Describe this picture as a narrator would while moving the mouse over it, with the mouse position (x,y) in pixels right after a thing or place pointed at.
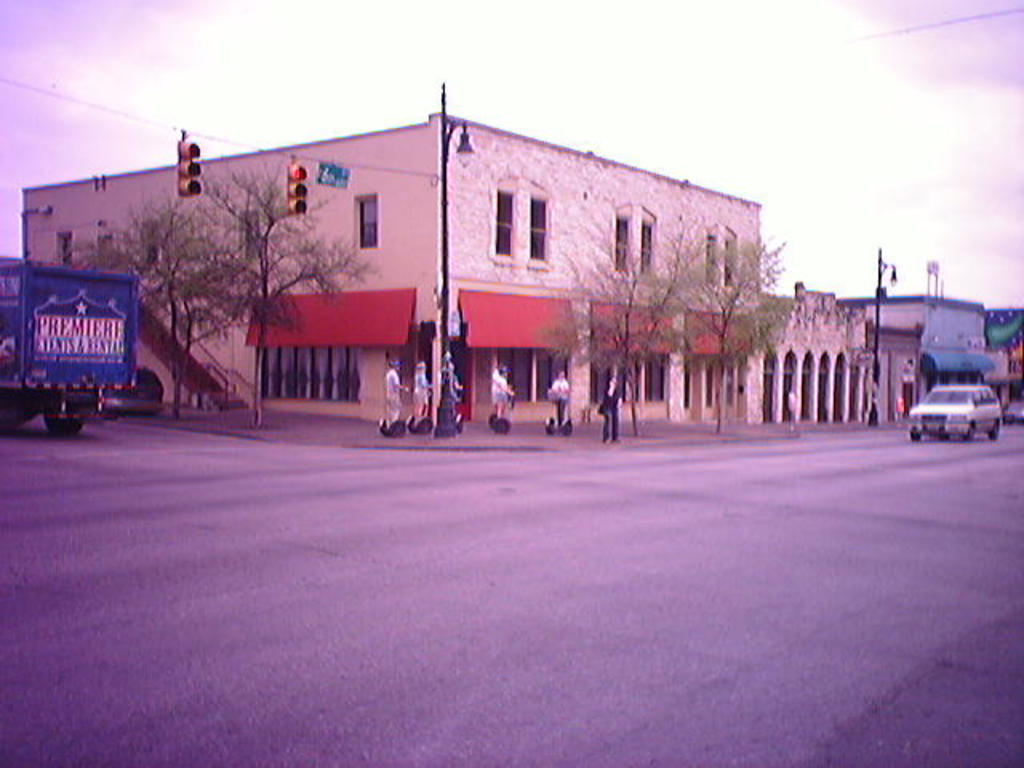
The picture is taken outside a city (583,366) on the street (415,524). In the foreground of the picture (318,510) it is road (590,501). On the right (971,421) there is a car (954,432). On the left (48,339) there is a truck (39,354). In the center of the picture (528,357) there are buildings (357,239), street lights (879,285), trees (275,318), signal lights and cables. This is an edited picture.
